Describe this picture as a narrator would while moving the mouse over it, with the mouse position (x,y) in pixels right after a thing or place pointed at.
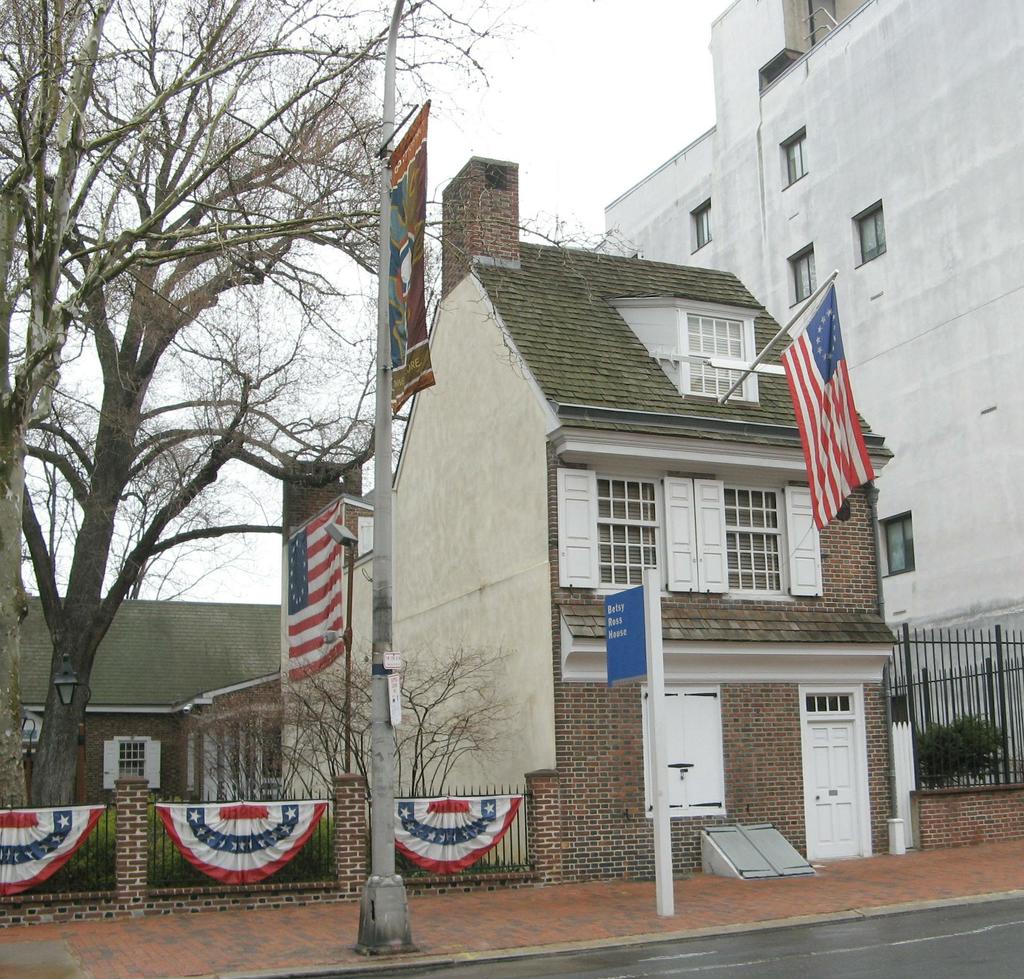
In this image there is the sky (552,66) towards the top of the image (582,70), there is a building (883,348) towards the right of the image (899,312), there is a building (282,627) towards the left of the image (286,654), there is a wall (139,850), there are windows (758,522), there is a door (823,741), there is a metal fence (961,672) towards the right of the image (961,671), there is a metal fence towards the left of the image (165,853), there are plants (165,853), there are trees (152,283) towards the left of the image (150,437), there is a pole (387,844), there are flags (220,845), there is a board (621,634), there is text (621,607) on the board (609,599), there is road (948,944) towards the bottom of the image (891,926).
